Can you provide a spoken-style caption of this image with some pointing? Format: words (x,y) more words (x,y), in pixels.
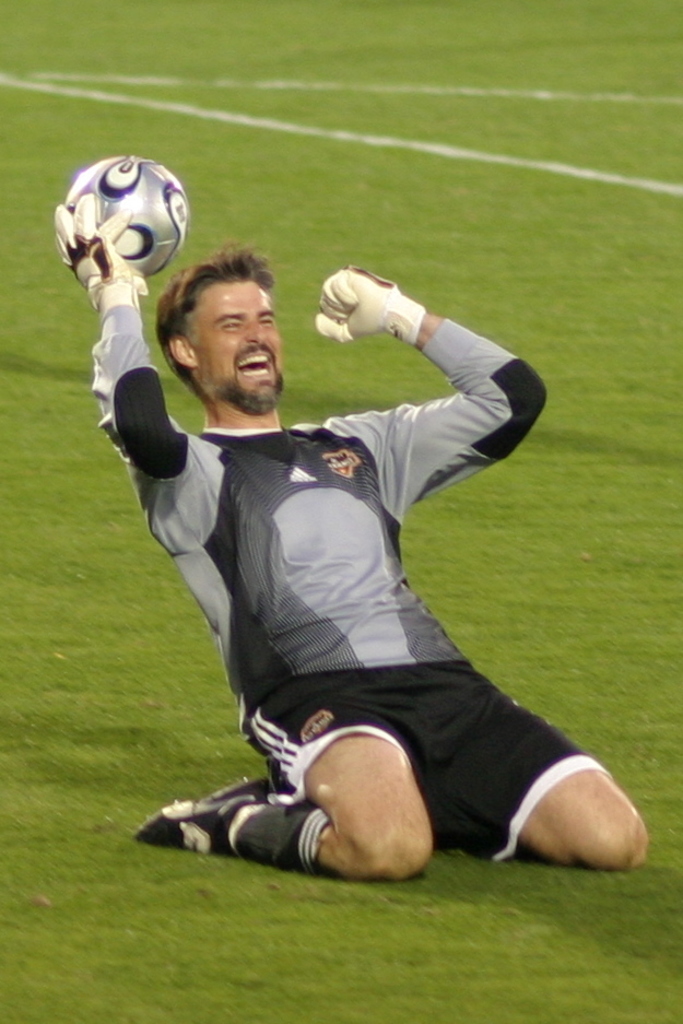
Here a man (126,359) is sitting in the grass (97,441) by holding a ball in his hand (102,260) and smiling.
